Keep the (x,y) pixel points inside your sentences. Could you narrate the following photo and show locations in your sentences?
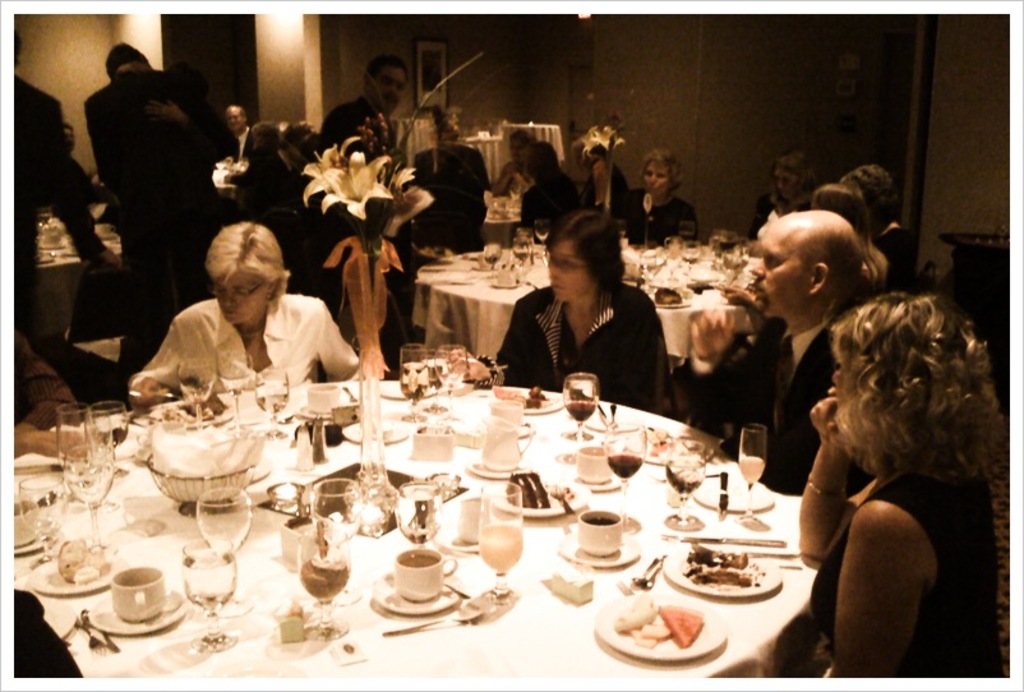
As we can see in the image, there are several tables (572,454). On tables (317,552) there is a white color cloth (494,644), cups (435,571), saucers (398,598), glasses (224,534), a vase (361,464) and there are some people (146,160) standing over here.
